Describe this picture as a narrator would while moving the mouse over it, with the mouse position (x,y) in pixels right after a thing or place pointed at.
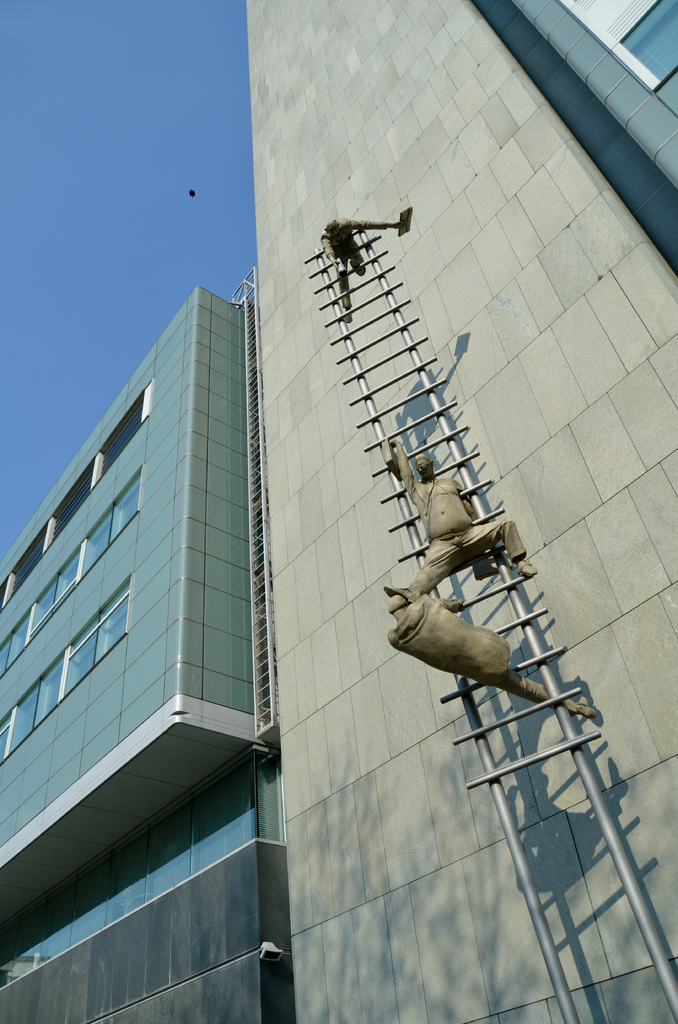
In this picture I can see the buildings (61,965). In the center (398,638) I can see the statue (451,601) on this ladder (388,270). In the top left (58,152) I can see the sky (58,152).
